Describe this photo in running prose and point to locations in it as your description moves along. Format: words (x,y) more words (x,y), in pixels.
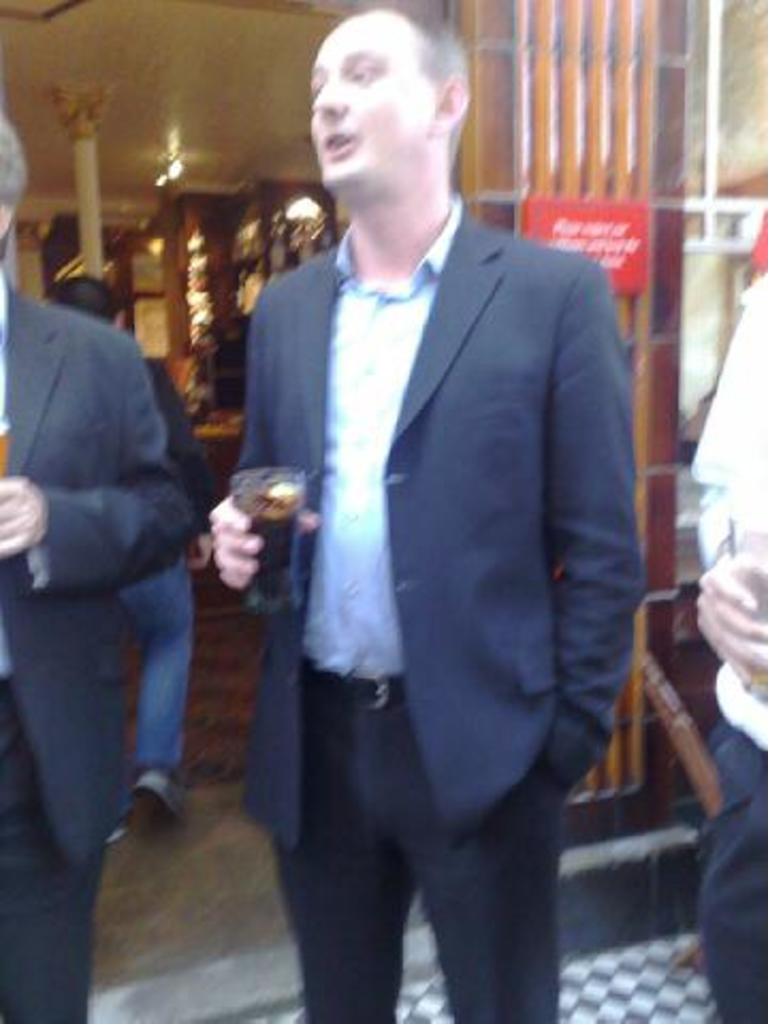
In this picture I can see a man (410,489) holding the glass (288,518) in the middle (409,520), in the background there are lights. Two persons (762,417) are standing on either side of this image.
